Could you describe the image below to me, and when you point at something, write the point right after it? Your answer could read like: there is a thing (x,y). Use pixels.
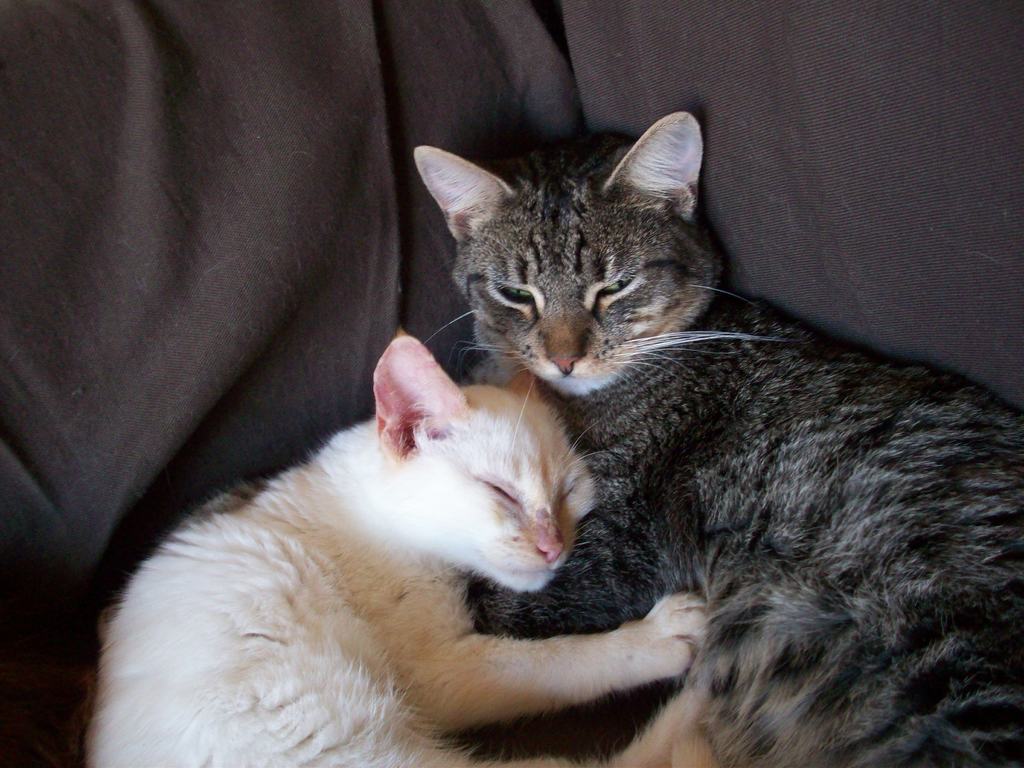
In the image we can see two cats (538,322) on a couch (203,434).
